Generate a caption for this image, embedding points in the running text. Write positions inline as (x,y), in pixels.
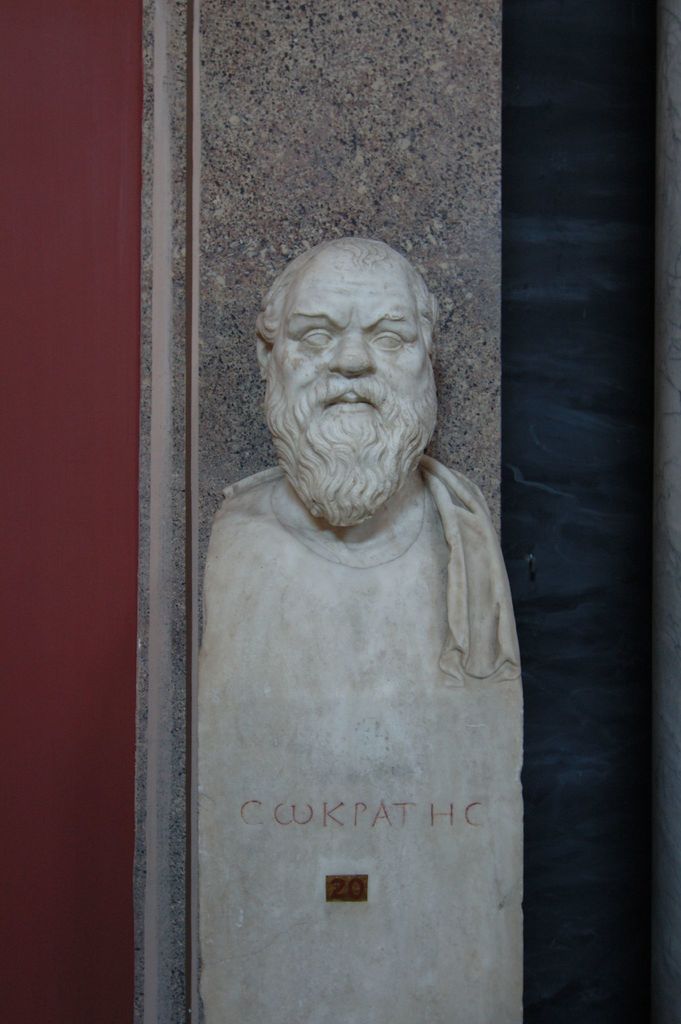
In the foreground of this image (394,658), there is a statue (307,701) in front of a pillar (330,181) and in the background (587,246), on the right (608,315), there is a blue background (580,499), on the left (65,314), there is a red background (59,436).
